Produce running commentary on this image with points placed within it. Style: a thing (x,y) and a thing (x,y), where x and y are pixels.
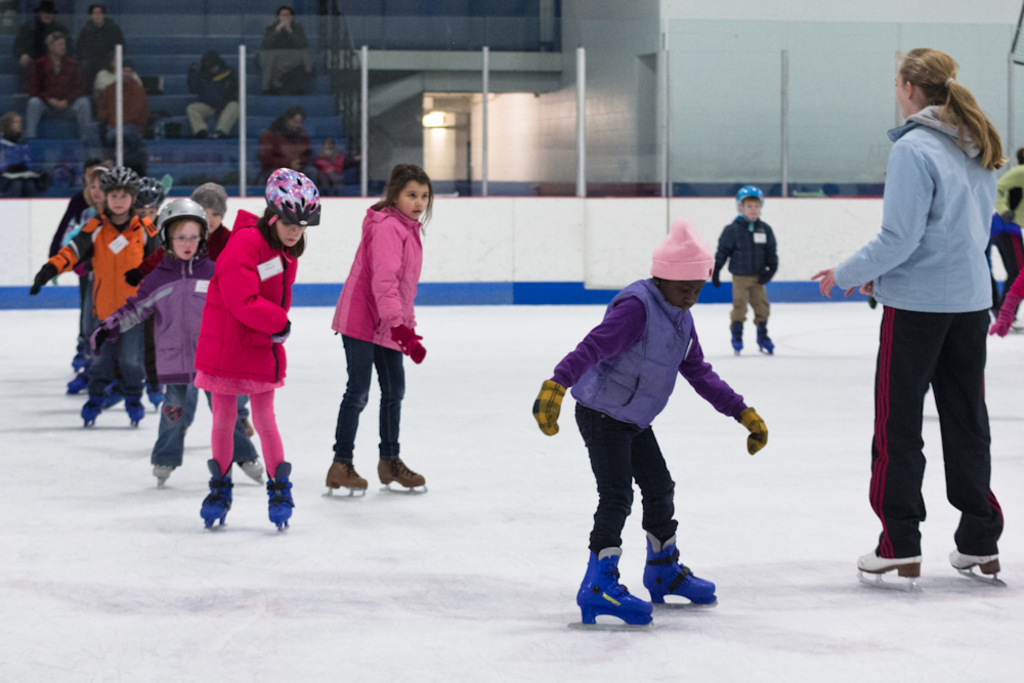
In this image we can see a group of people (140,289) are skating on the ice (188,567). In the center of the image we can see a group of poles (782,169). On the left side of the image (21,176) we can see group of audience (82,94) sitting on chairs (328,106) and a barricade (341,113). At the top of the image (607,128) we can see the wall (660,125).
